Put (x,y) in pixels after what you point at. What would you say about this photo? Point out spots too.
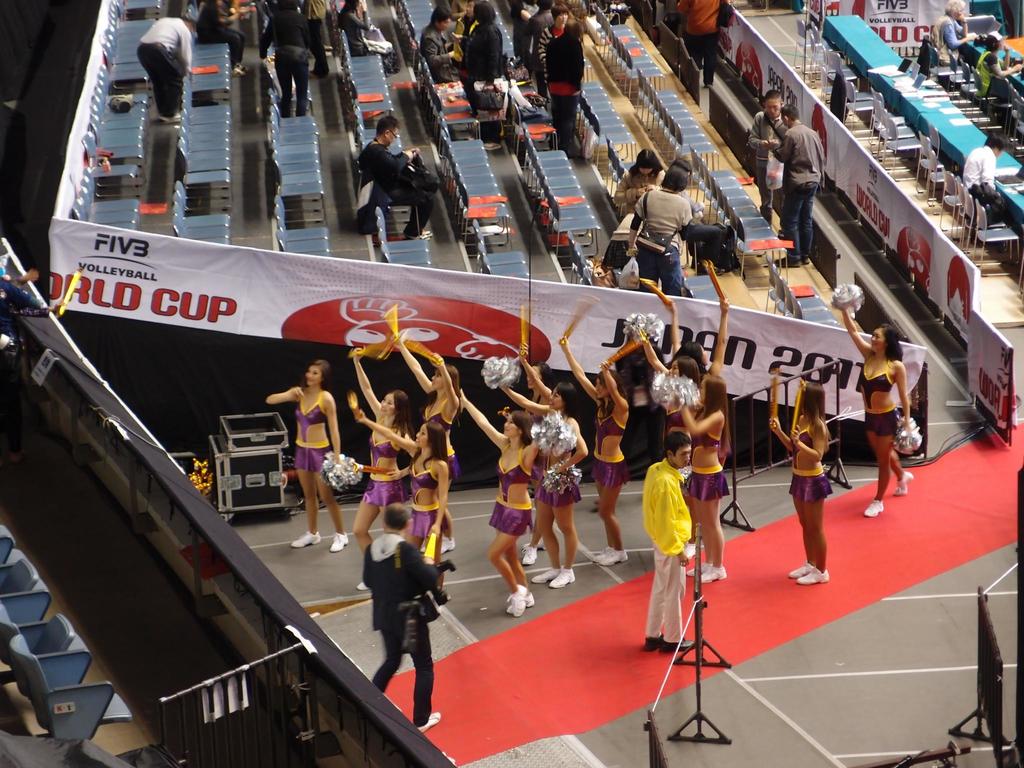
In this picture there are group of people (374,461) standing and holding the objects (387,470) and there is a person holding the camera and he is walking. In the foreground (671,512) there is a person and there is a stand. On the left side of the image (99,708) there are chairs (295,243). At the back (562,60) there are group of people (574,136) standing and there are group of people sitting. There are devices (907,68) and papers (1015,169) on the table (877,81) and the table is covered with blue color cloth (947,141) and there are hoardings (773,55). At the bottom (878,558) there is a red carpet (716,608) and there are devices (232,449) and wires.
